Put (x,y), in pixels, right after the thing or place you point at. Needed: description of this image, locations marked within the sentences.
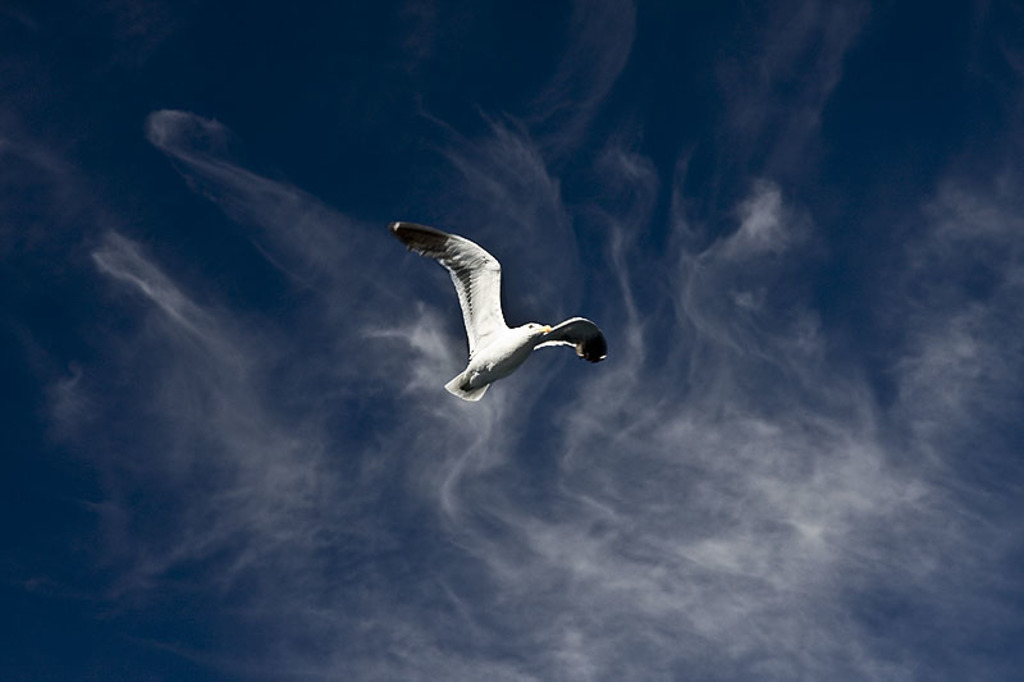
Here we can see a bird (492,334) is flying in the sky (354,216) and there are clouds (688,453) also.
